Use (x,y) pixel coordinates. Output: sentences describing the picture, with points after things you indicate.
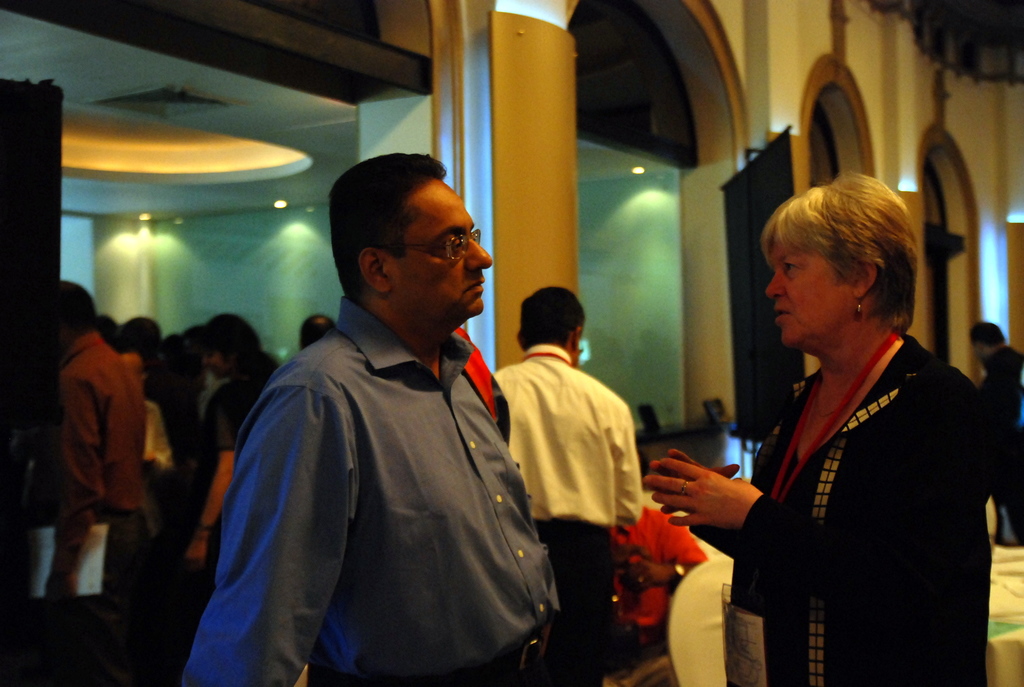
In this image we can see a few people (573,430), one of them is sitting on the chair (693,609), also we can see the boards (50,288), pillars (683,273), also we can see the lights (78,154), and the wall (74,263).
